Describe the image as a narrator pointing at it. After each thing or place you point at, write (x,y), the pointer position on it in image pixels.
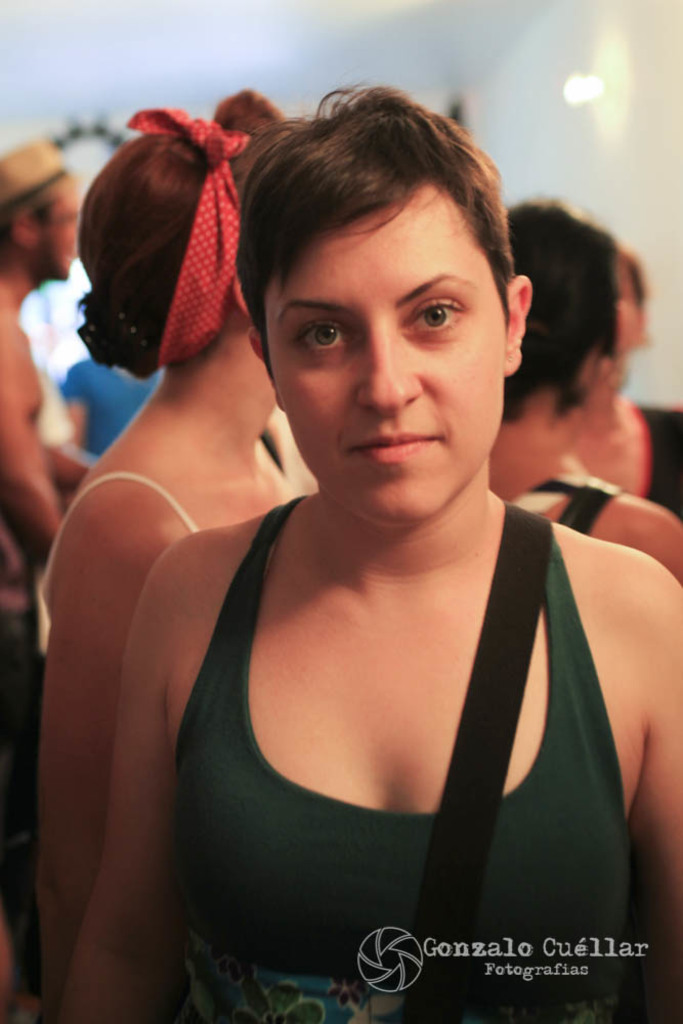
In the image I can see people (324,541) are standing. On the bottom right corner of the image (559,973) I can see watermarks (503,945). In the background (525,144) I can see lights (588,98) on the wall (595,118). The background of the image (567,159) is blurred.
